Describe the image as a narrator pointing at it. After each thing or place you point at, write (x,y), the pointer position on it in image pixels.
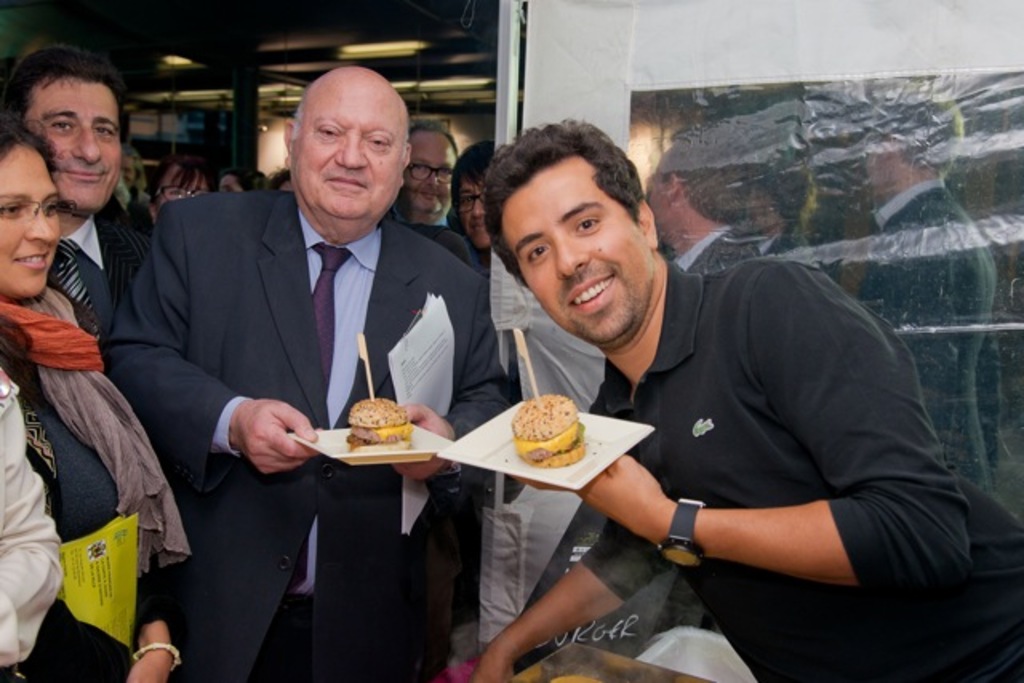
In this image we can see people (65,114) standing. There are two persons (311,302) standing, holding plates (466,442) with food items (400,436) in it. To the right side of the image (874,157) there is a white color cover (803,102). At the top of the image (478,61) there is ceiling (236,37).
